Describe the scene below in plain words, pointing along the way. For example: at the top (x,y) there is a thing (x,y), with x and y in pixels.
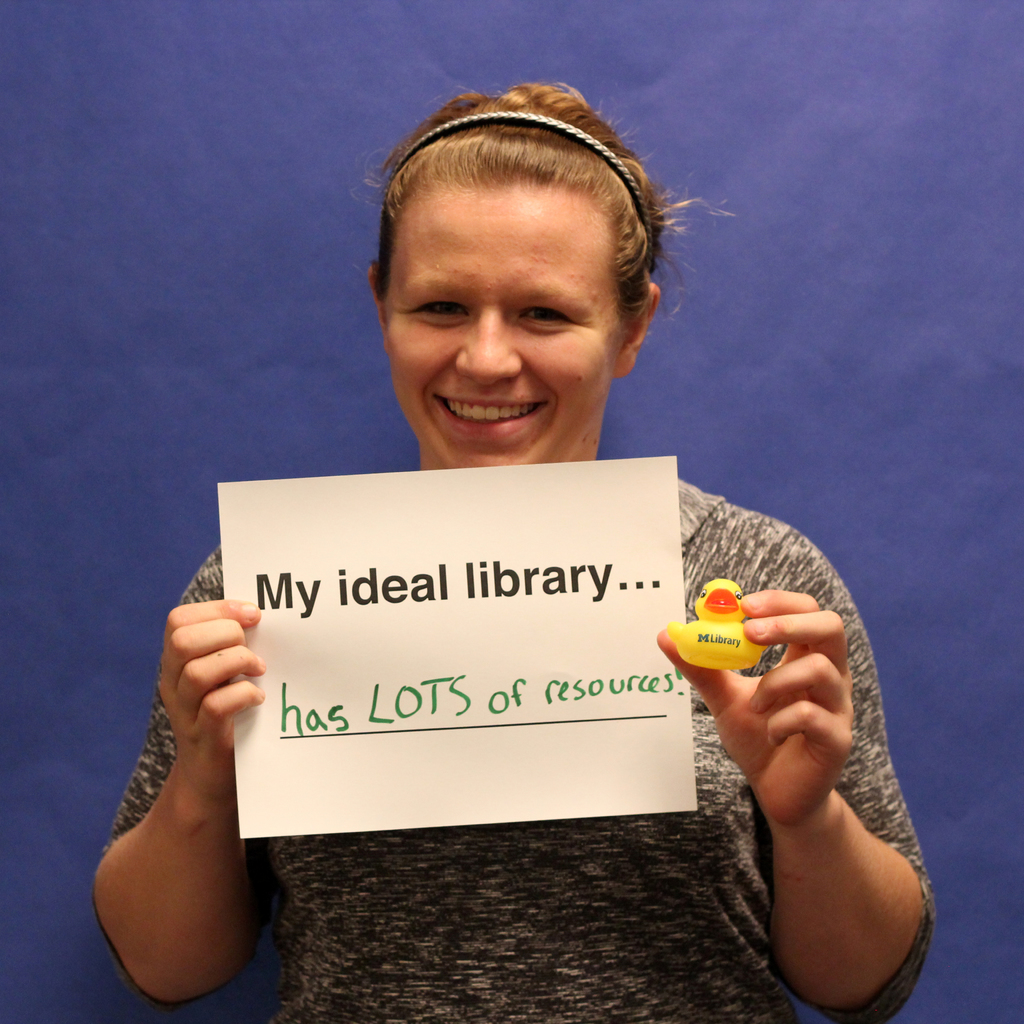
In this picture, we see a woman (626,822) in the grey T-shirt (602,906) is standing. She is holding a white paper (602,791) containing the text (282,591). She is also holding the toy duck (731,664), which is yellow in color. She is smiling and she might be posing for the photo. In the background (898,441), it is blue in color.
